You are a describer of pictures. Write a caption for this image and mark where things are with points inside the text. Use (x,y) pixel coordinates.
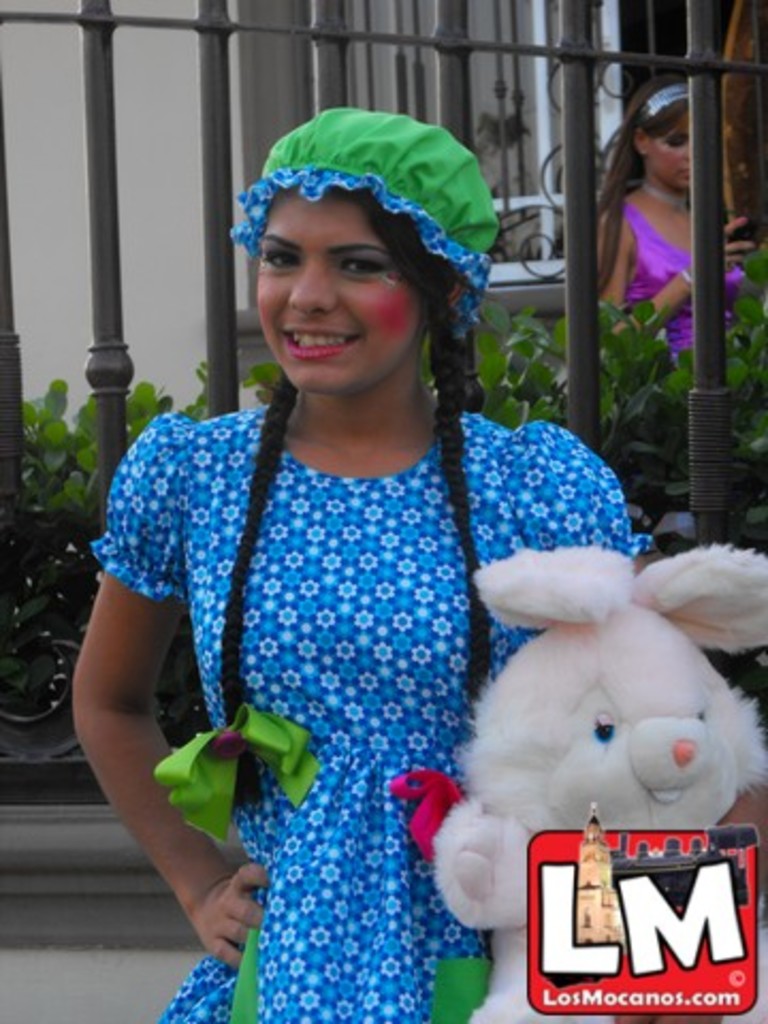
In this picture, there is a woman (510,650) holding a toy (598,671). She is wearing a blue dress (359,559) and green cap (311,145). Behind her, there are iron poles (717,236) and plants (669,375). On the top right (630,178), there is a woman (605,228) in purple dress (687,329).
